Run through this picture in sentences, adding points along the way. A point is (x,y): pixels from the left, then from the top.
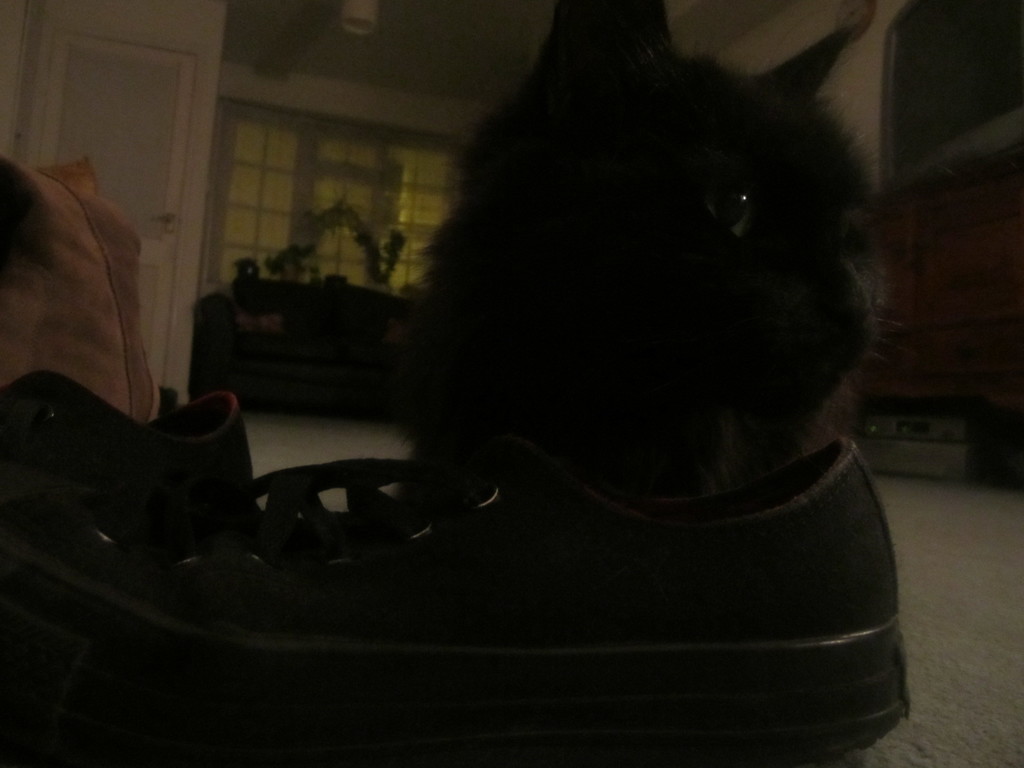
In the picture we can see black color shoes (139,682) on the floor (995,577) and on it we can see a black cat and in the background (362,354), we can see a door (161,380) which is white in color and beside it, we can see a wall (208,121) with a window (308,123) with a white color frame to it and under it we can see a sofa (263,298) which is black in color.
